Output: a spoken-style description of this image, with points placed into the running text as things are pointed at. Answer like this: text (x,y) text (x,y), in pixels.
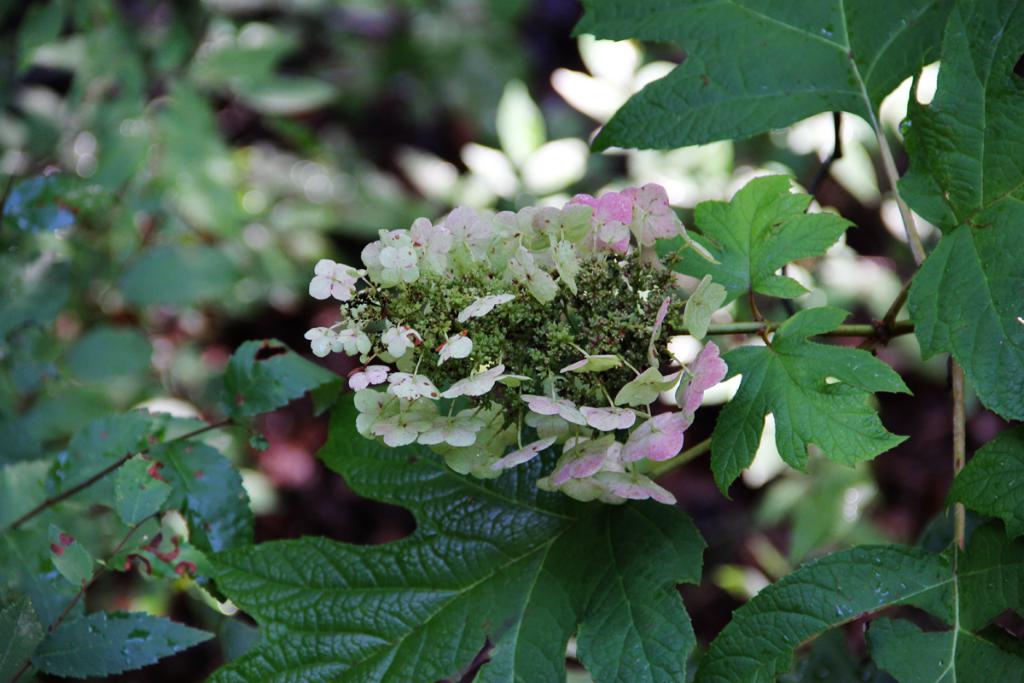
In this image I can see a flower plant (535,432). The background of the image (391,169) is blurred.
